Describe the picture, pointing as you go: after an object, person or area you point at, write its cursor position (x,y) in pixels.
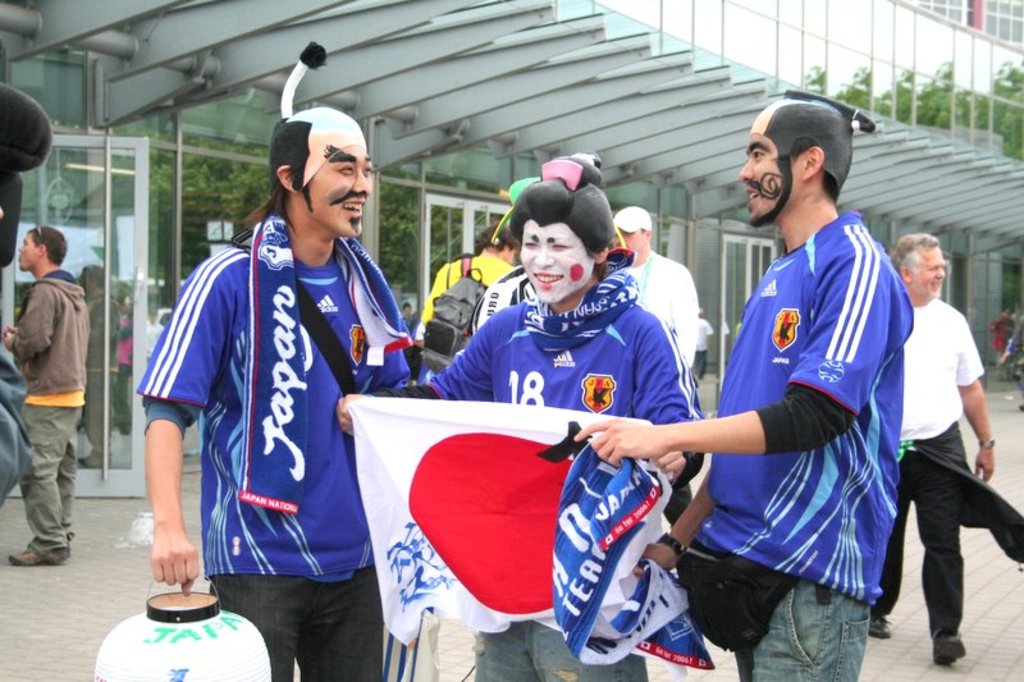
In this image, we can see few people (1023,392). Three persons (338,563) are holding some objects (501,551) and smiling. Background (78,260) we can see glass objects (451,206) and trees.
